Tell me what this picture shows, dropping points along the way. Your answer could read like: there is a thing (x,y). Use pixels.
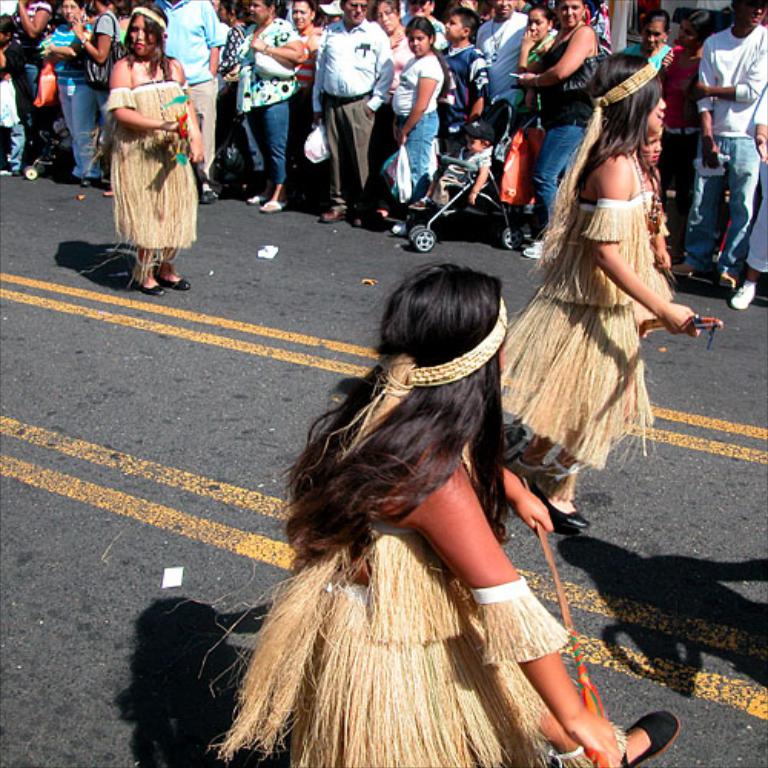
There are three women (616,216) and a girl (652,159) on the road (240,242) performing an activity with something in their hands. Both are wearing a different costumes (584,327). There are some audience (185,27) who are watching them from a side on the road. And all the audience (306,57) are standing. There is a boy (440,192) in the trolley (445,204).
